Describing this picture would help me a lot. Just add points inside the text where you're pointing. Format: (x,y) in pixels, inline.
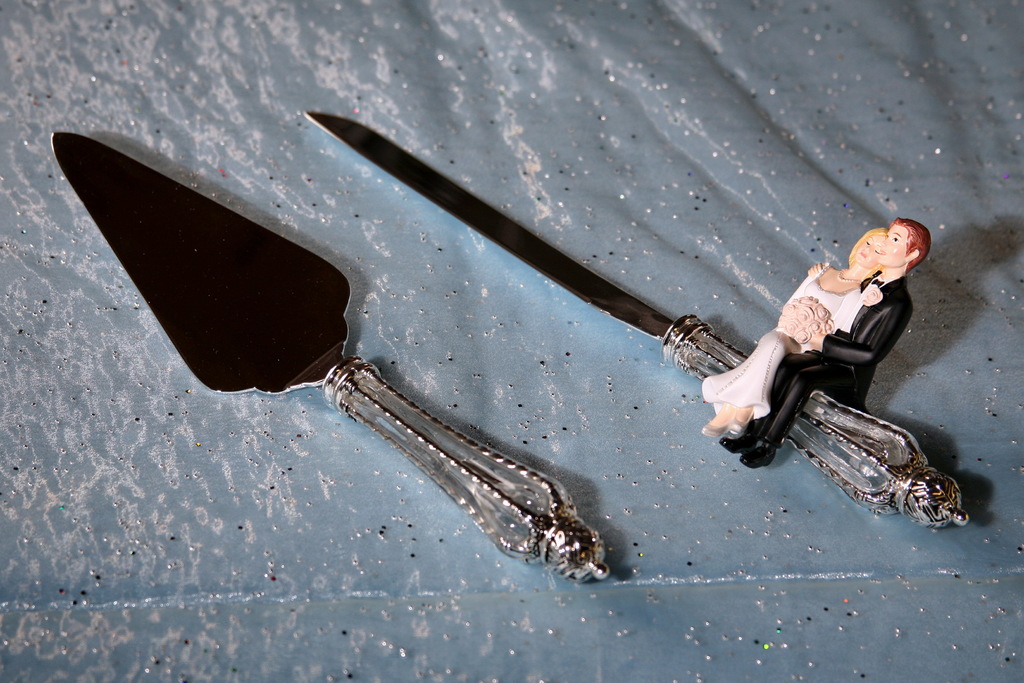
In this image we can see two knives (338,300) on a cloth (641,447), also we can see toys (793,358) of a couple (813,337) with a knife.
